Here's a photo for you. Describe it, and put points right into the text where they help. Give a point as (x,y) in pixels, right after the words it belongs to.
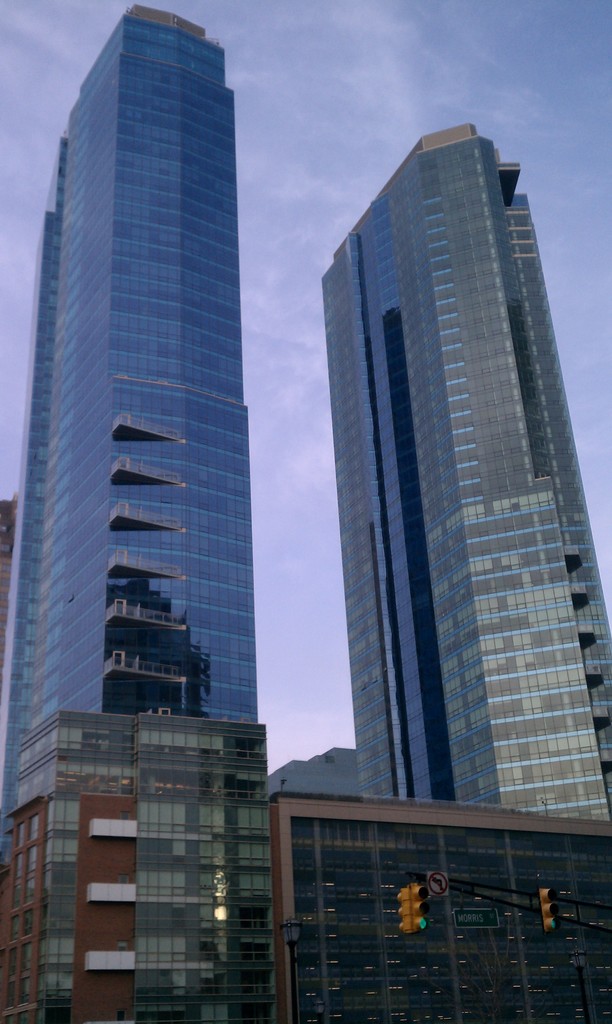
In this picture we can see the buildings (218,836). At the bottom of the image (440,884) we can see the traffic lights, boards (469,920). At the top of the image (356,72) we can see the clouds (366,35) are present in the sky (266,366).
